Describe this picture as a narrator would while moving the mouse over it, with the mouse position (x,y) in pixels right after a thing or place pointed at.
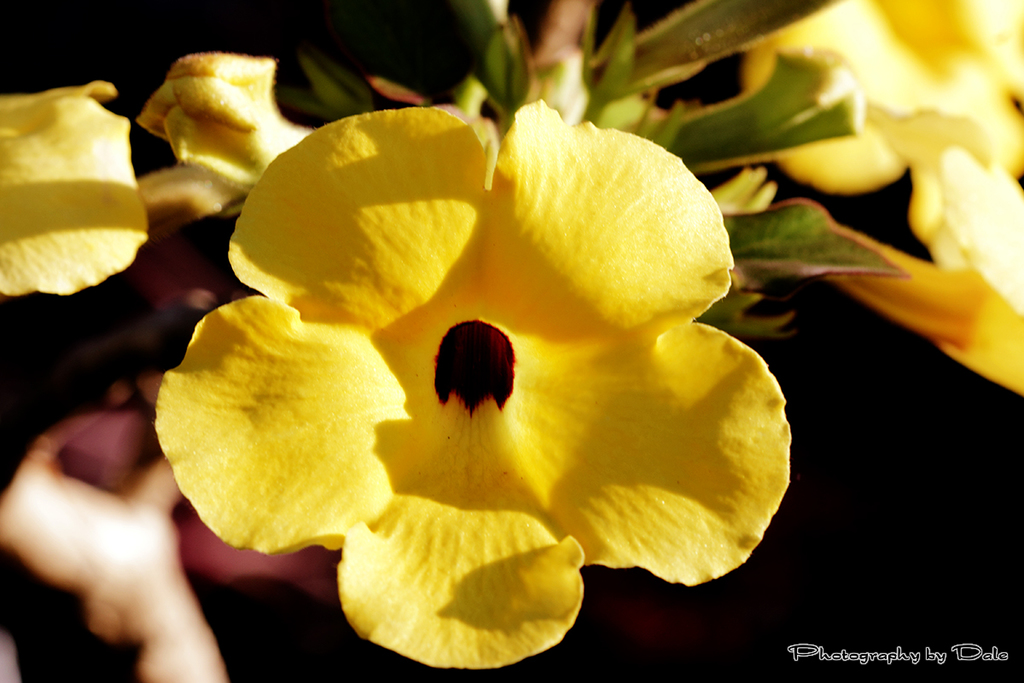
In this image we can see some flowers (312,325) which are in yellow color and the background (401,675) is dark and we can see some text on the image.
